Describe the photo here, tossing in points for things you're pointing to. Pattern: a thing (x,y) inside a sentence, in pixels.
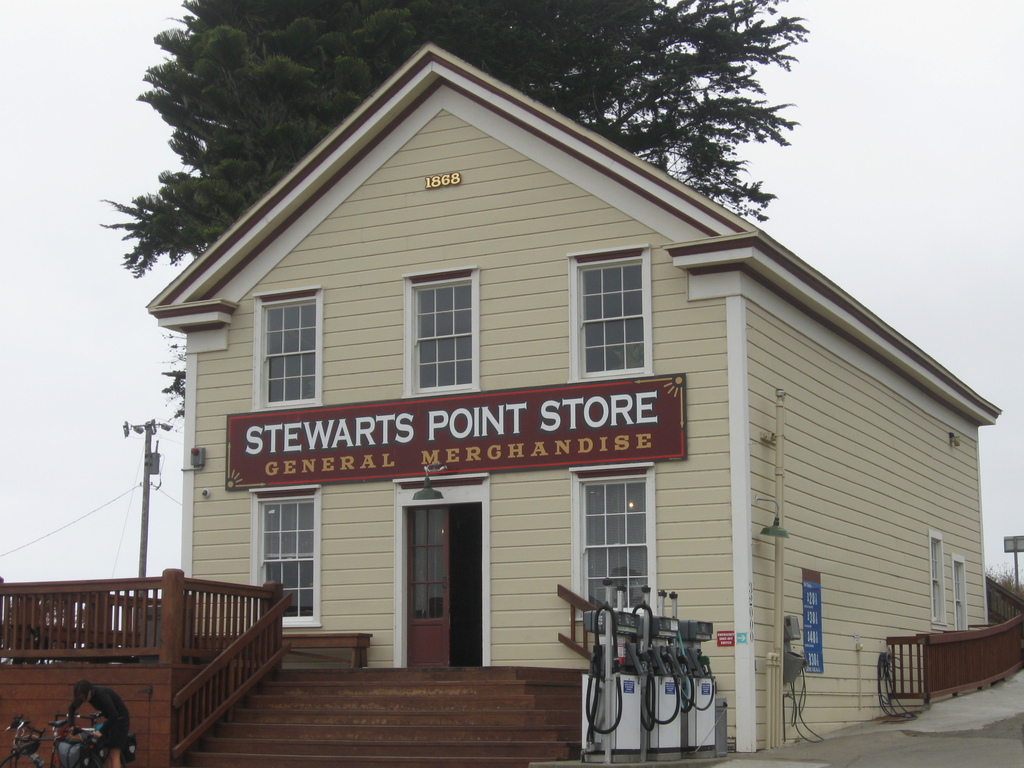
In the foreground of the image (659,672) we can see some devices (644,725) with pipes (663,721) placed on the ground (663,767). In the center of the image (627,431) we can see a building (609,490) with windows (617,478), door (464,568), staircase (437,711), railing (236,637) and a sign board (370,447) with some text (348,437). To the left side of the image (27,753) we can see some bicycles (27,753) on the ground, a person (113,727) standing. In the background (140,537), we can see a pole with cables (109,503), tree (596,48) and the sky (934,114).
